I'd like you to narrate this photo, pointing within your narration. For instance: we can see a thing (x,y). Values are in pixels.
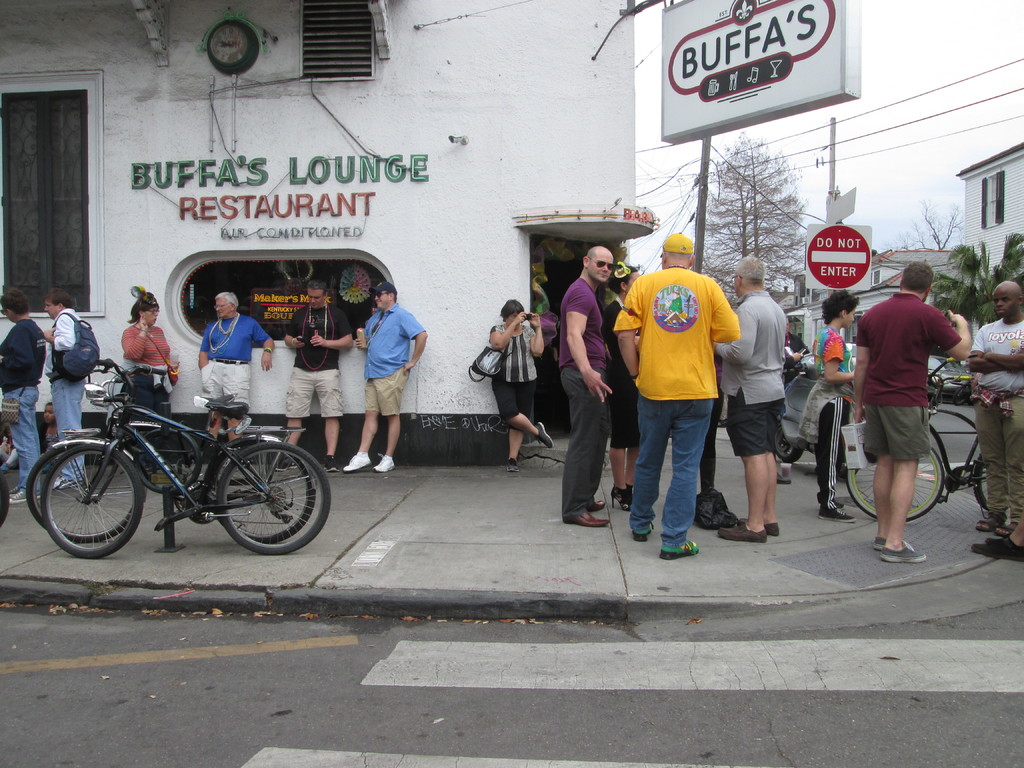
There is a road (471,705) at the bottom of this image (570,710) and there are some persons (640,369) standing and some bicycles (215,454) are present in the middle of this image (587,459). There are some buildings (358,388) in the background (433,305), and we can see there are some trees (738,244) on the right side of this image (769,227) and there is a sky (866,143) at the top right side of this image (891,66).
